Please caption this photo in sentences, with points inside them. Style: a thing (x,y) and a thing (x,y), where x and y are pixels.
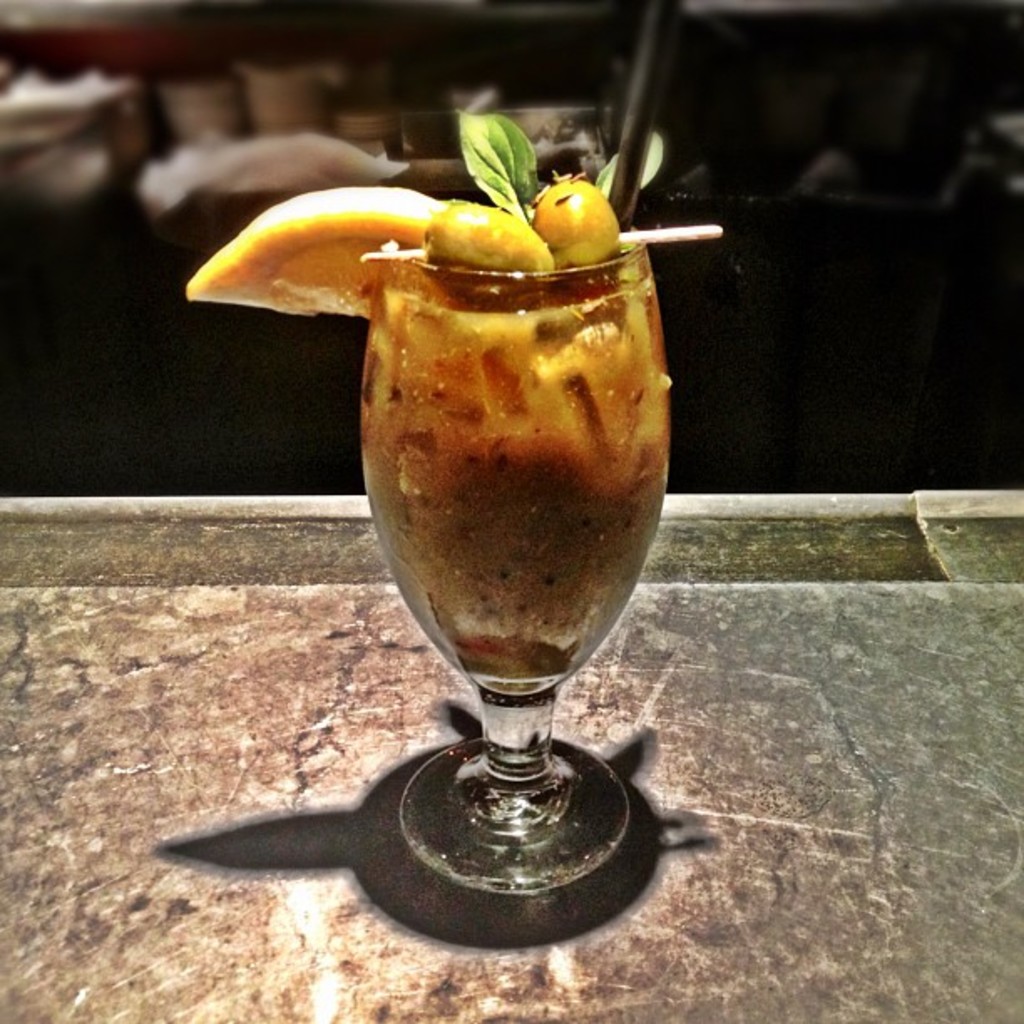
In this picture I can see the juice glass (452,565) which is kept on the counter (679,867). In the back (839,308) it is blurry.
